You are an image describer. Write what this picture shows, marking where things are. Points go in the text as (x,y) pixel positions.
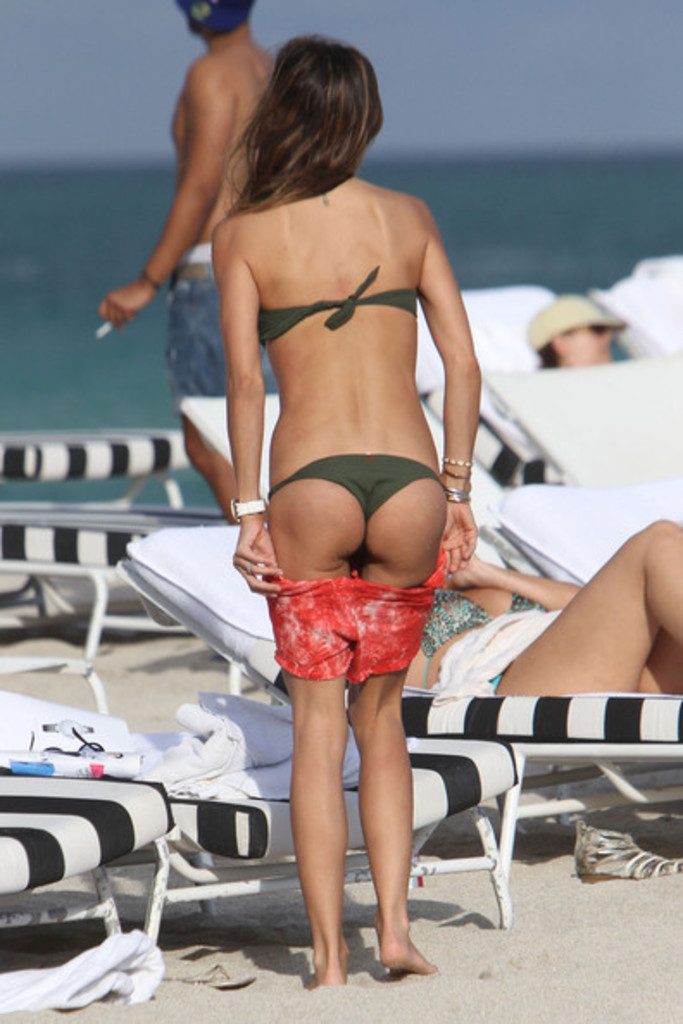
In this image I see 2 women (411,330) who are wearing bikini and I see that this woman (642,620) is lying on this chair (672,736) and I see a man (148,286) over here who is holding a thing (108,331) in his hand (114,295) and I see a person (567,316) over here and I see number of chairs (667,305) and I see the sand (308,935) and I see the footwear (633,866) over here and I see that it is a bit blurred in the background (111,195).
